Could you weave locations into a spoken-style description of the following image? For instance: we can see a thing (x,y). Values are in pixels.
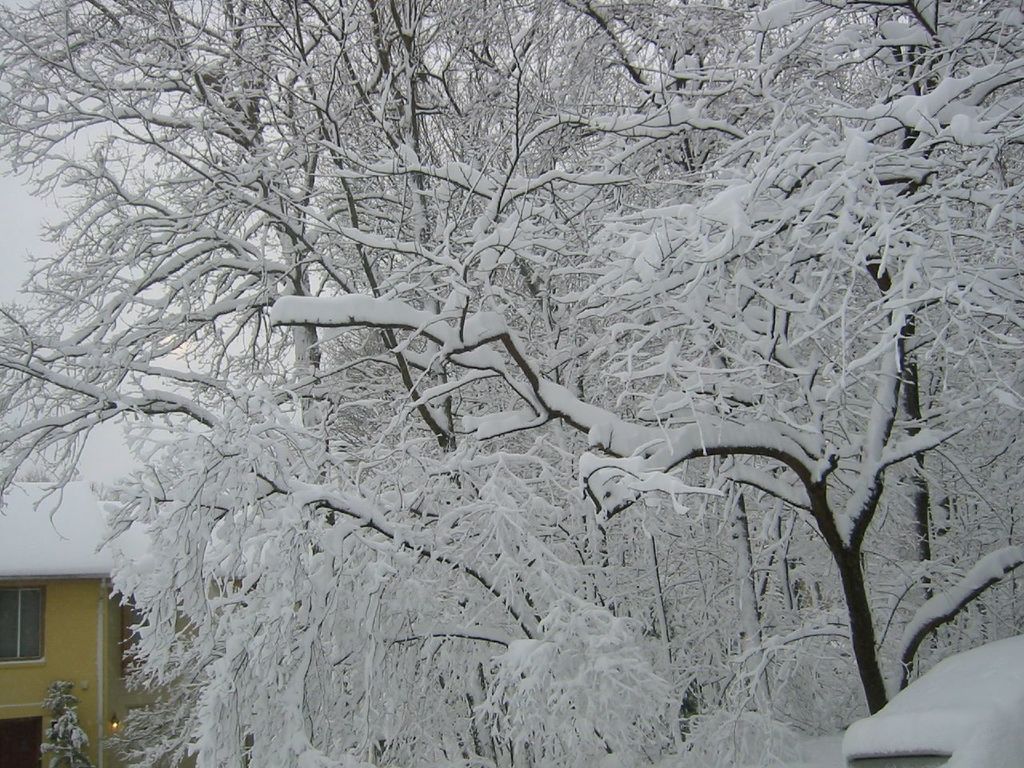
In this image we can see trees (550,368) covered with snow (676,255) and beside the trees (738,281) there is an object (948,732) looks like a car (945,709) covered with snow (900,717) and in the background (93,566) there is a building (78,612) and a light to the building (123,700).
